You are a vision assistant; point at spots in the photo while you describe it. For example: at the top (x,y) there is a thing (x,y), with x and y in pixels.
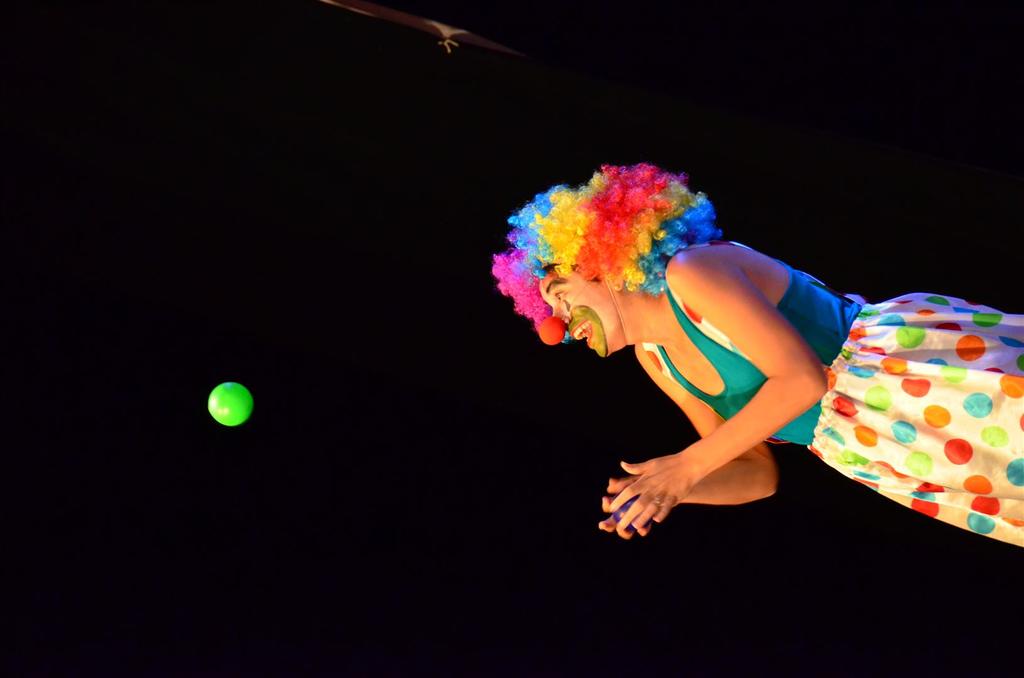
In this image there is a person (750,411) holding a ball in his hand (639,486), in front of the person (642,474) in the air (272,436) there is another ball (237,418).
